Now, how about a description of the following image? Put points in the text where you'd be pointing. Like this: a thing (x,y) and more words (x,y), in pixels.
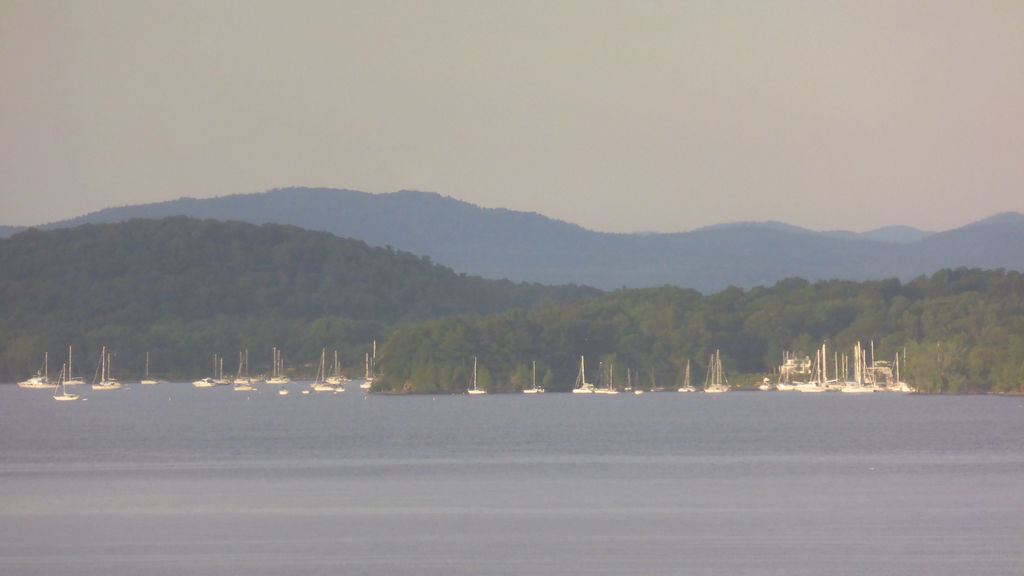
In this picture we can see boats (241,383) on water (291,436), trees (409,317), mountains (636,280) and in the background (351,36) we can see the sky (495,56).
